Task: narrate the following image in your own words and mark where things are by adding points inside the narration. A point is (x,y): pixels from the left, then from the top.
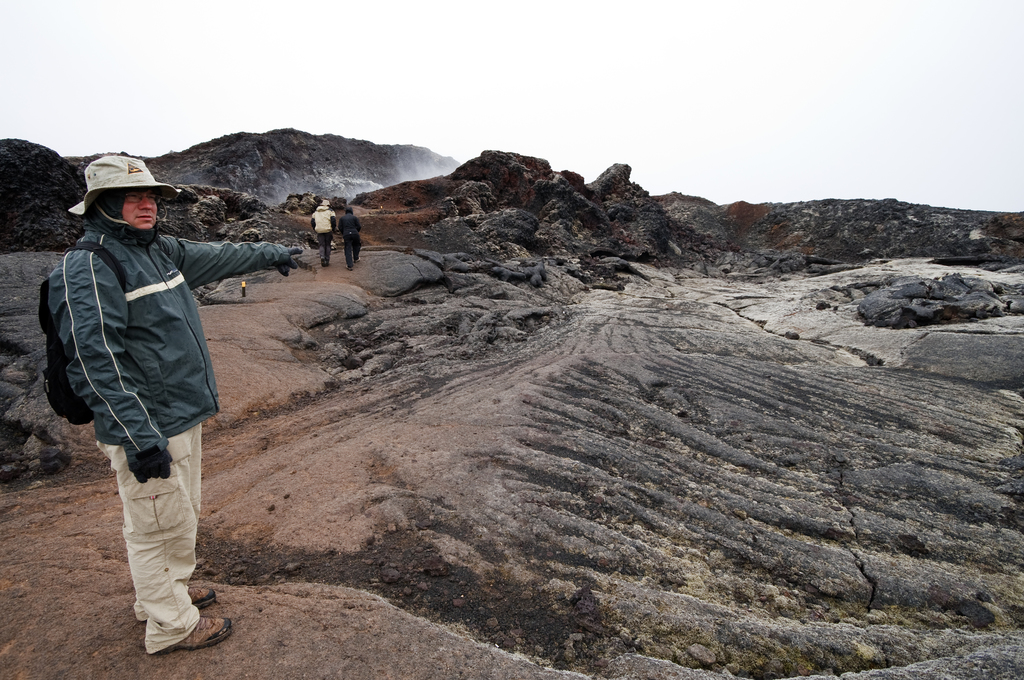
In this image I can see a person (117,379) wearing jacket (143,352), pant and black colored bag (70,404) is standing on the rocky surface (182,664). In the background (525,249) I can see rocky surface (504,248) which is brown and black in color, two persons (324,208) standing on the surface (373,237) and the sky (677,92). I can see some smoke (421,164).
